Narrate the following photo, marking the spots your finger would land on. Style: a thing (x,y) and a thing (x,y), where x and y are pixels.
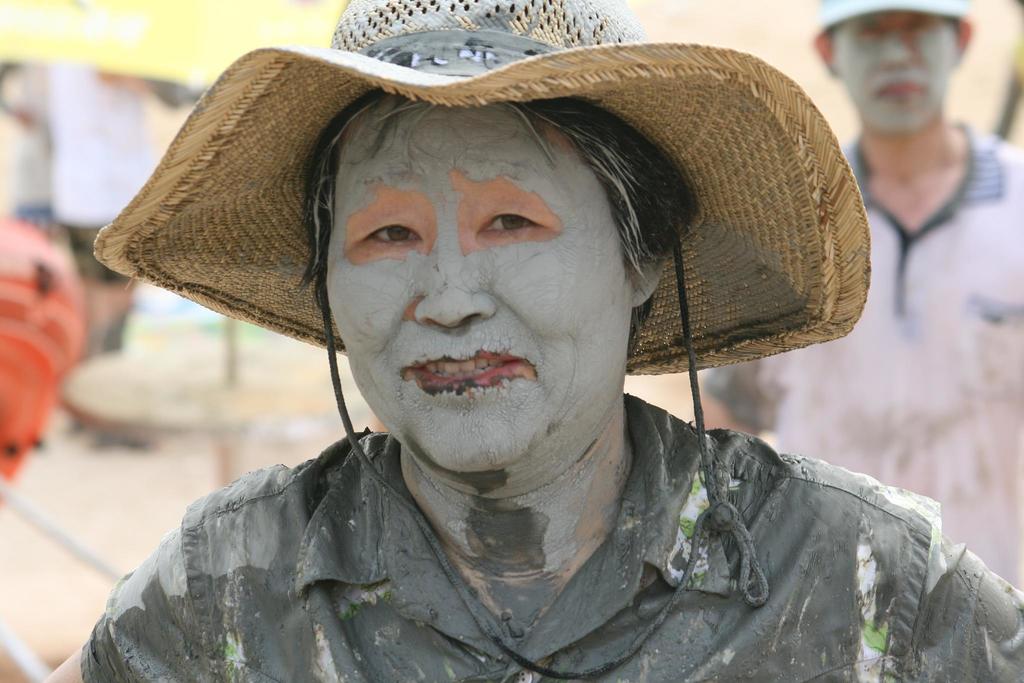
In this picture there is a man (335,282) in the center of the image (589,247), he is wearing a hat (778,142) and there is another man (827,60) on the right side of the image (874,268).
